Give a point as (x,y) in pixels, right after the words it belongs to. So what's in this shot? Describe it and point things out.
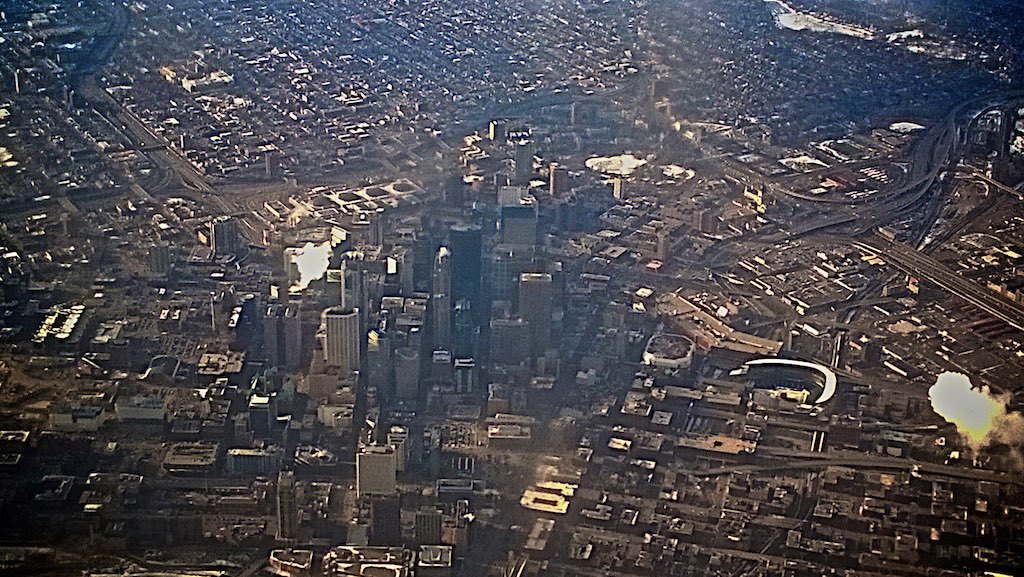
In this picture i can see the city (490,12). In that i can see many skyscrapers (522,267), buildings (537,260), road (810,232) and vehicles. On the right (968,412) i can see the smoke (956,404) which is coming from the factory (942,422).
